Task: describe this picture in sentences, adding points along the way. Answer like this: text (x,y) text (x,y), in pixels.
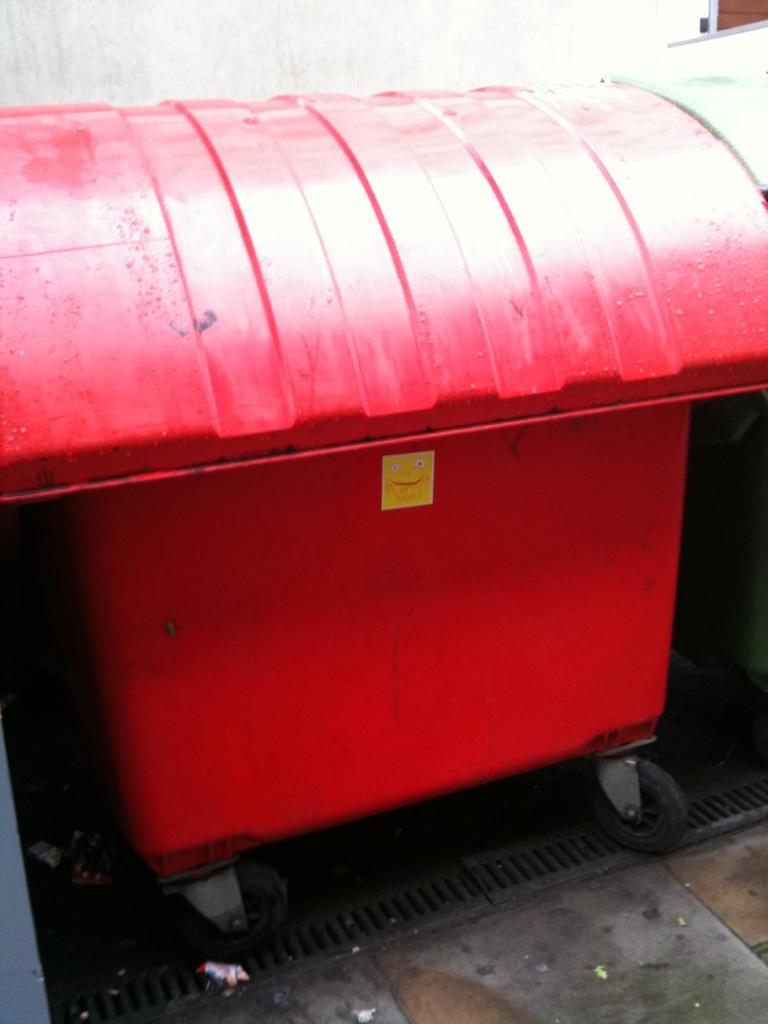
This image consists of an object (434,447) which is red in colour in the center (340,661) and there tires (248,907) to the object (574,422).
